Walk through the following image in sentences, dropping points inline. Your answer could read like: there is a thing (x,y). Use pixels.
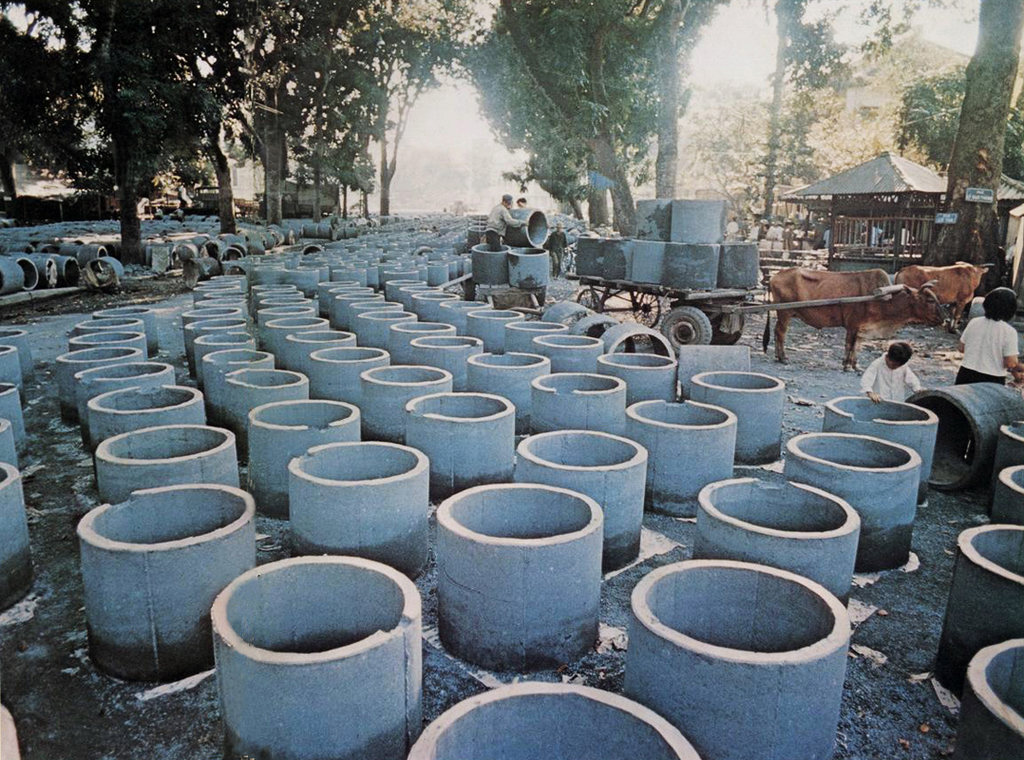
This is an outside view. In this image, I can see many concrete well rings (216,554) on the ground (89,708). On the right side (908,372) there are few people (890,375) standing and there is a cart (724,297) on which few concrete well rings (669,254) are placed. In the background (831,205) there is a shed (831,205). at the top of the image (493,73) there are many trees (329,62).
